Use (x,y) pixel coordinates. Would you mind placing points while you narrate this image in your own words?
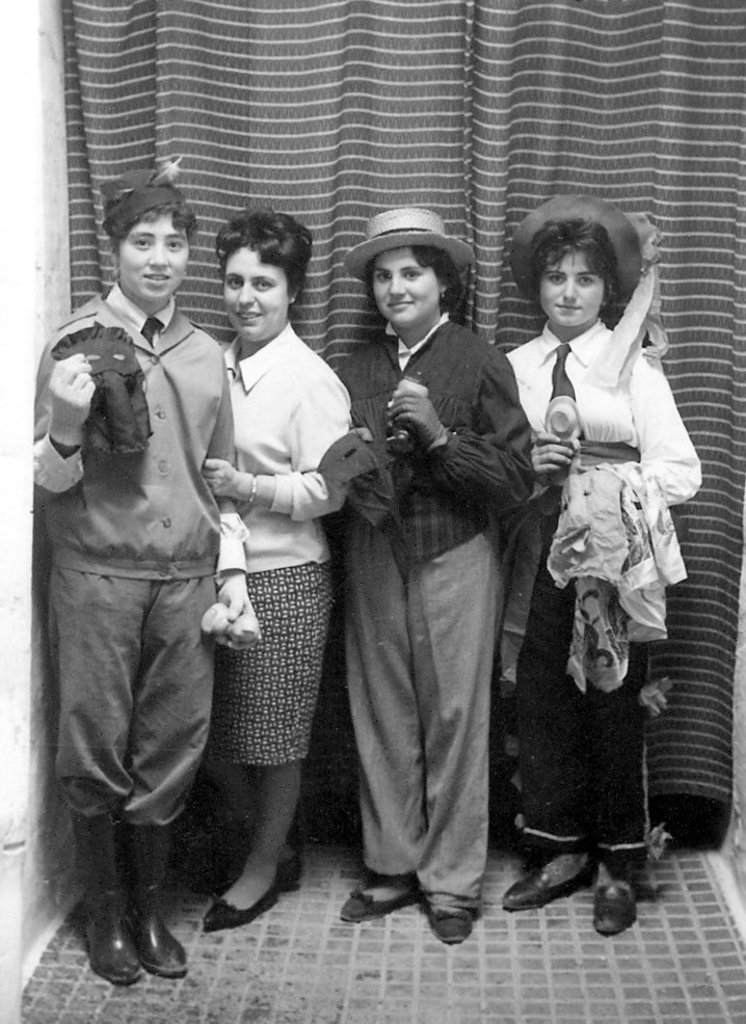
In this image, we can see four people (372,624) are standing, seeing and smiling. Few are holding some objects (614,499). Left side of the image (58,275), we can see a wall (55,216). Background (674,138) there is a curtain (483,161).
